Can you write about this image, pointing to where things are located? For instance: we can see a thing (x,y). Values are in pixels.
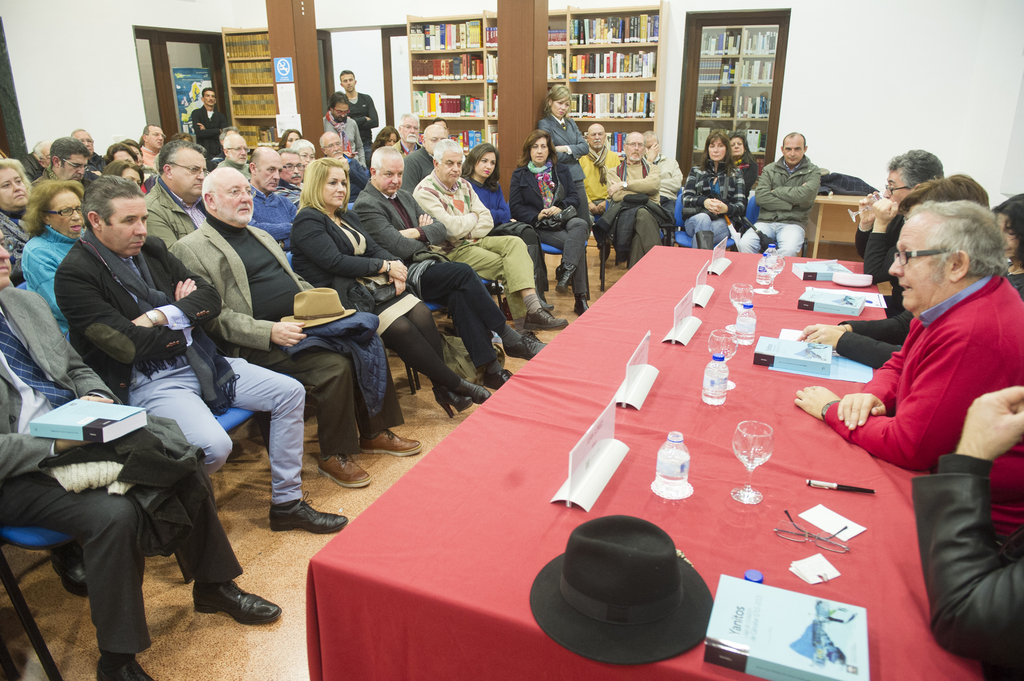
In this picture there are a group of people (350,132) sitting, in front of them with some other people (851,341) sitting here, there is a bottle, wine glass (749,484), pen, spectacles (792,531), books (764,630), papers (856,526) kept on a table (701,392) and in the backdrop (419,85) there is a bookshelf (458,65) and there is a door (321,37).
